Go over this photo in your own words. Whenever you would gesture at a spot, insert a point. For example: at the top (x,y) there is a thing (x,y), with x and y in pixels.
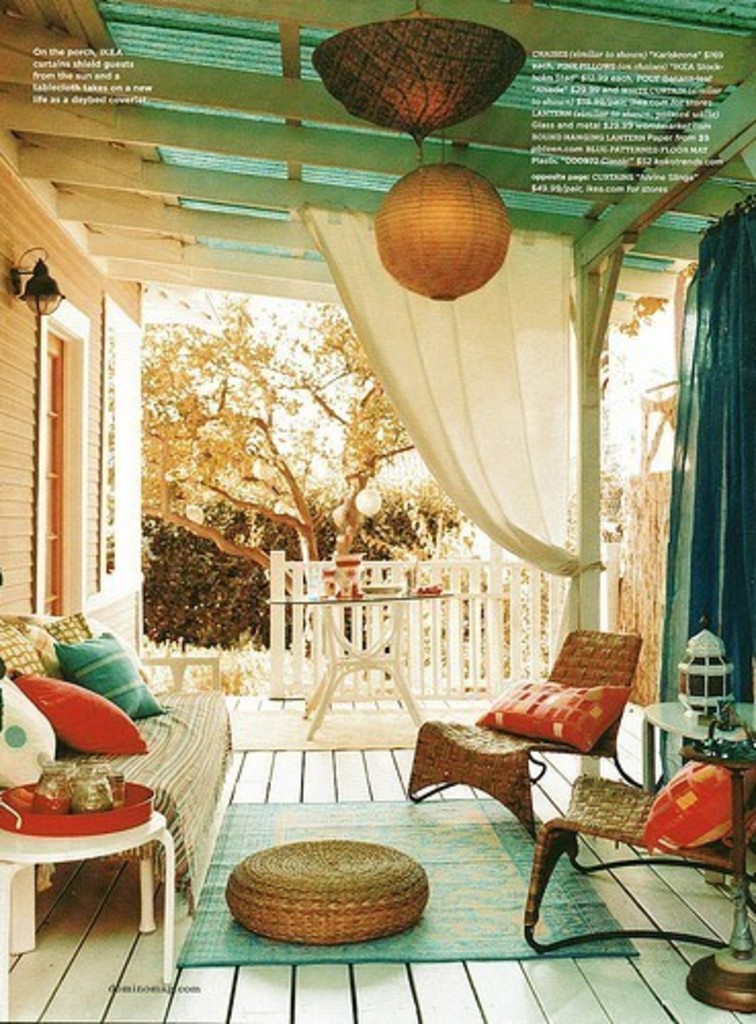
The picture is clicked on a porch (287,694) where everything is wood made, on the floor (344,759) there is a wooden chair (506,754) and a wooden seat (336,893). To the left of the image (164,712) there is a sofa (134,726) with red and green pillows (136,708) on top of it. In the background (264,383) we observe trees (264,402) and there is beautiful hanging (409,122) fitted to the roof (552,36).
